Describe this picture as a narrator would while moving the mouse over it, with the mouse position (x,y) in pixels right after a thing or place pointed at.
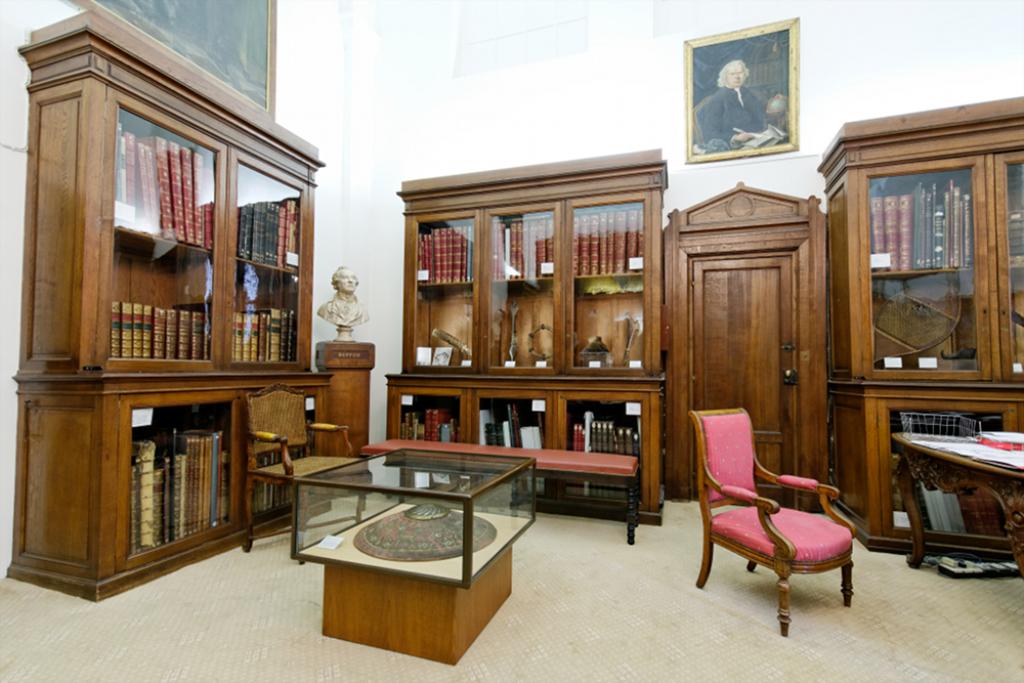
In this picture there is a glass table (377,483). There is a chair (769,525). Books (1002,452) are visible on a wooden table (948,469). There is an idol (336,300) to the corner. Many books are arranged in a shelf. Frame (704,88) is on the wall (673,158).
